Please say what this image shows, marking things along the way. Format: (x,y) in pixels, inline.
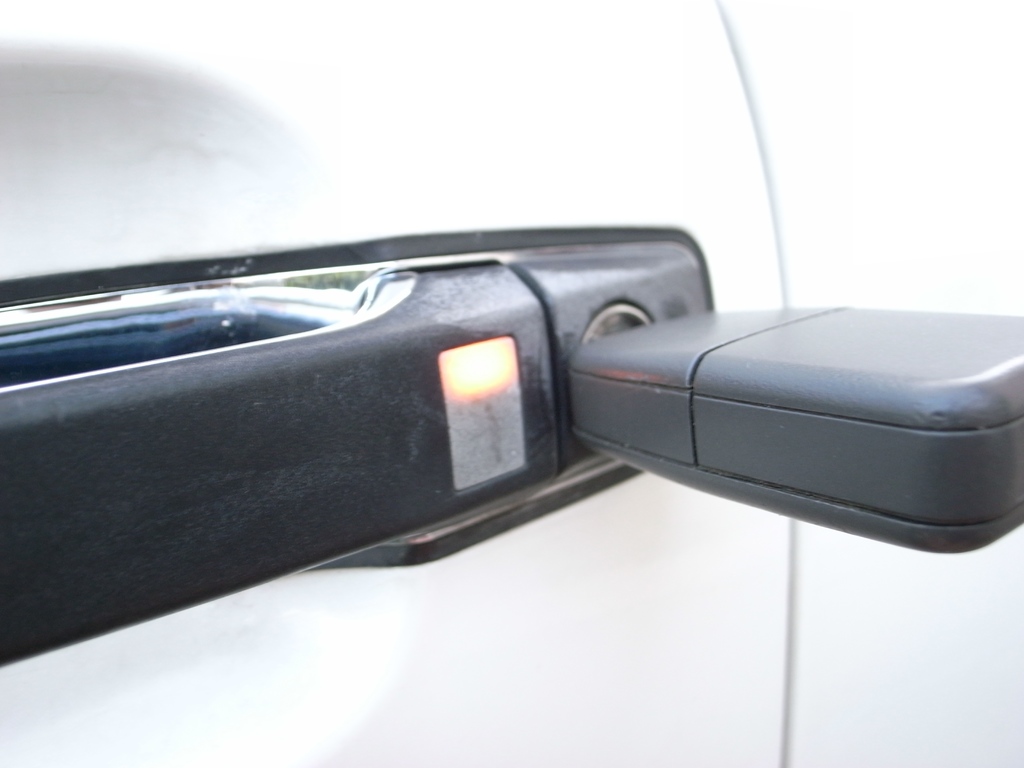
In this image we can see the handle (534,387) of a door (36,711).
